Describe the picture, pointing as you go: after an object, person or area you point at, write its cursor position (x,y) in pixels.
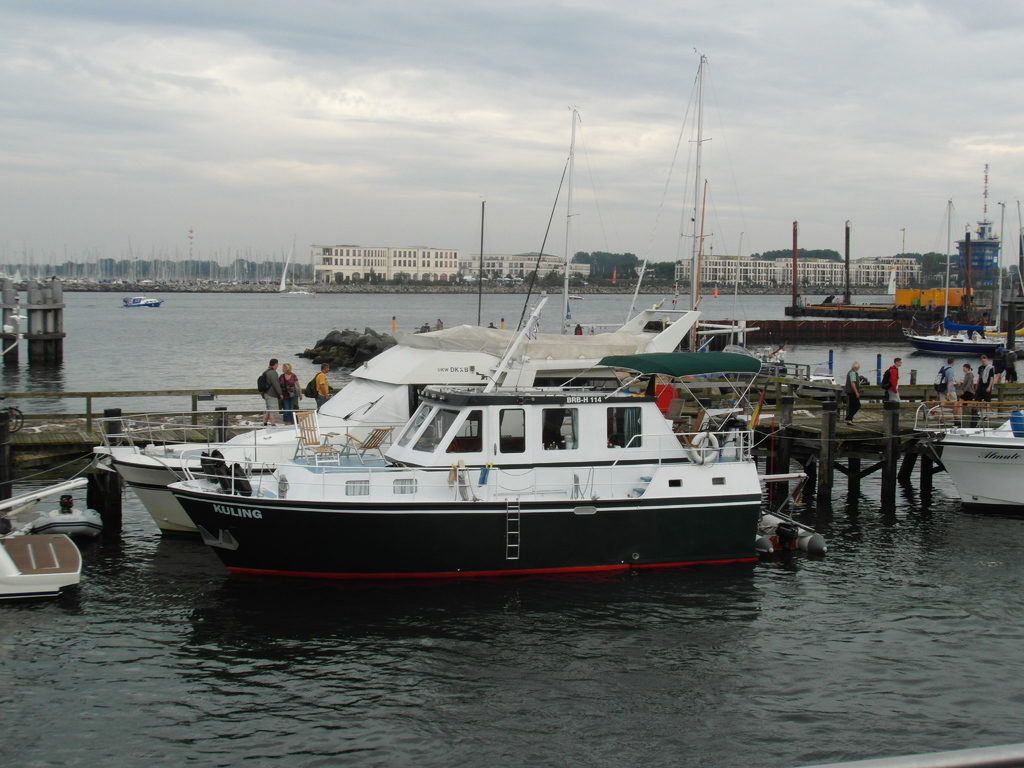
In this picture I can observe boats (312,487) floating on the water (400,683). In the background (288,314) I can observe river (383,307), buildings (466,269), trees (605,259) and some clouds (510,160) in the sky (370,88).
